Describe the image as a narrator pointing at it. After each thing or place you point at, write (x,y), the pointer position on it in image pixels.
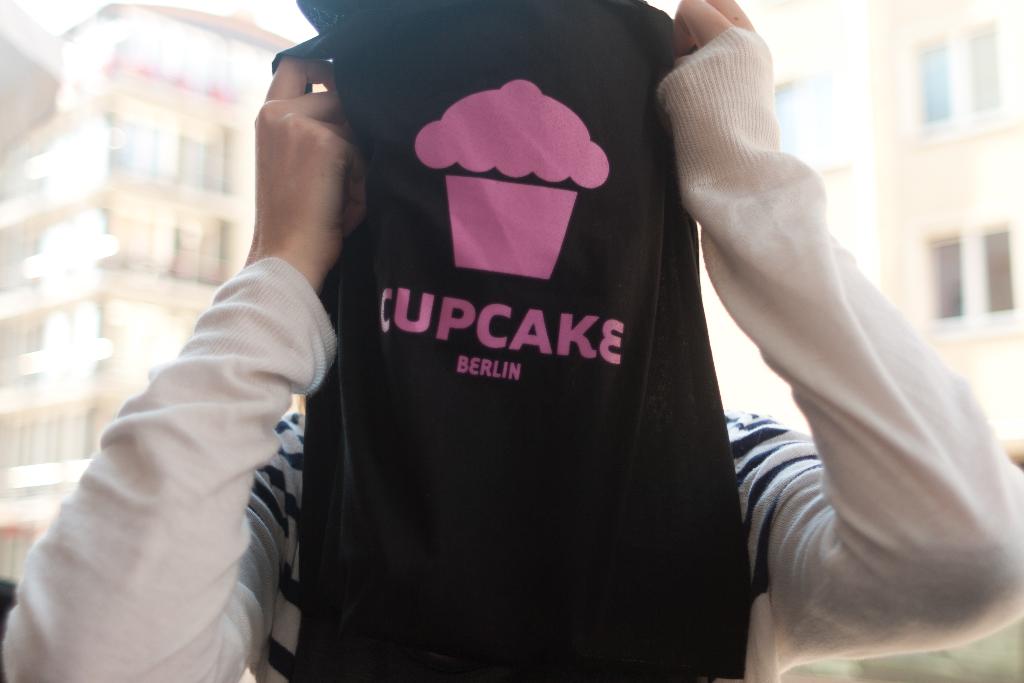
In this image I can see a person (157,540) wearing white and black colored dress (136,527) is holding a black colored cloth (457,474). In the background (212,145) I can see few buildings (177,142) which are cream in color and the sky (228,10).
